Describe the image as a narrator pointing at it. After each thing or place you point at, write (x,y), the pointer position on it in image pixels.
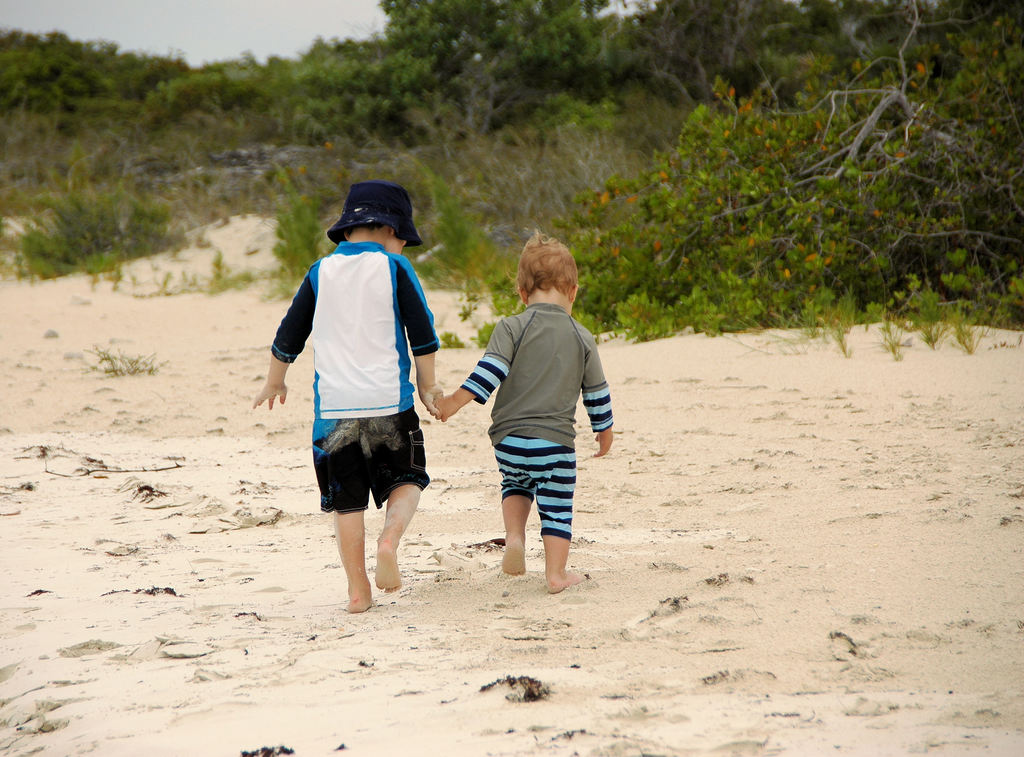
In this image there are two kids (455,412) are standing in middle of this image (556,488) and there are some trees (543,228) in the background (462,262). There is a sky (181,12) at top of this image (239,55) and there is a surface (536,571) at bottom of this image (462,580).
